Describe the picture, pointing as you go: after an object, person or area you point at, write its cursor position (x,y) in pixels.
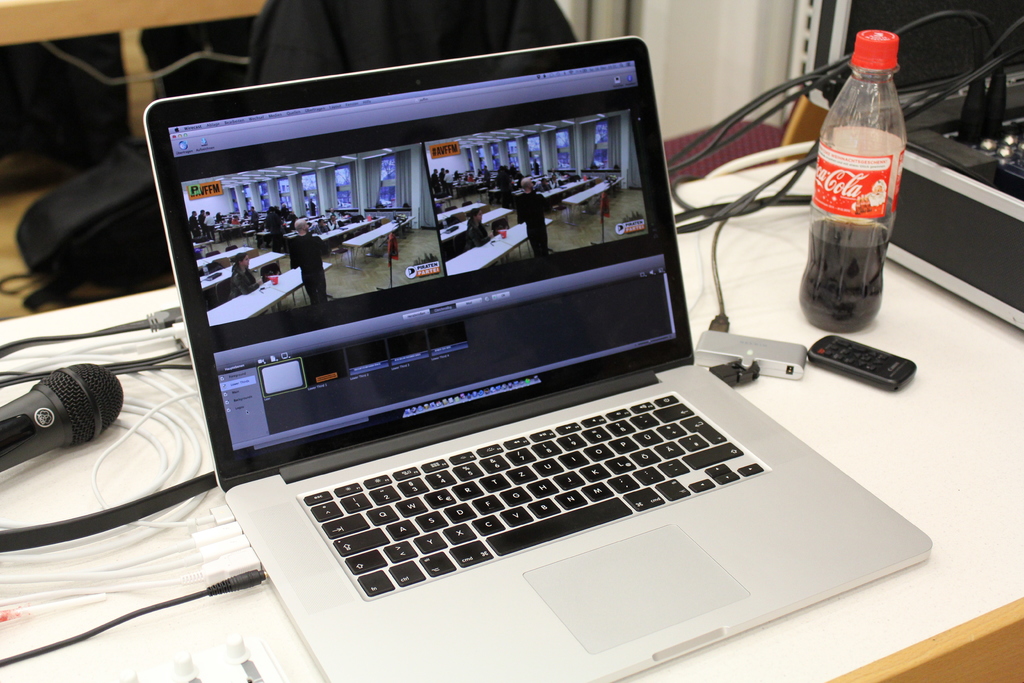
In this image there is a table (932,308) and in that table (149,400) there is a microphone (39,447), some cables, one coke bottle (822,324), one remote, one adapter (787,345), and a laptop (579,682), and in that laptop (456,138) there is a screen (469,138), in that screen (333,270) there is a person (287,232) in the room (323,237) and there are some group of people (273,245) standing at the corner and there are some tables (254,264) and some chairs (257,251) and here at the background (741,73) there are some chairs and cloth (287,50).
